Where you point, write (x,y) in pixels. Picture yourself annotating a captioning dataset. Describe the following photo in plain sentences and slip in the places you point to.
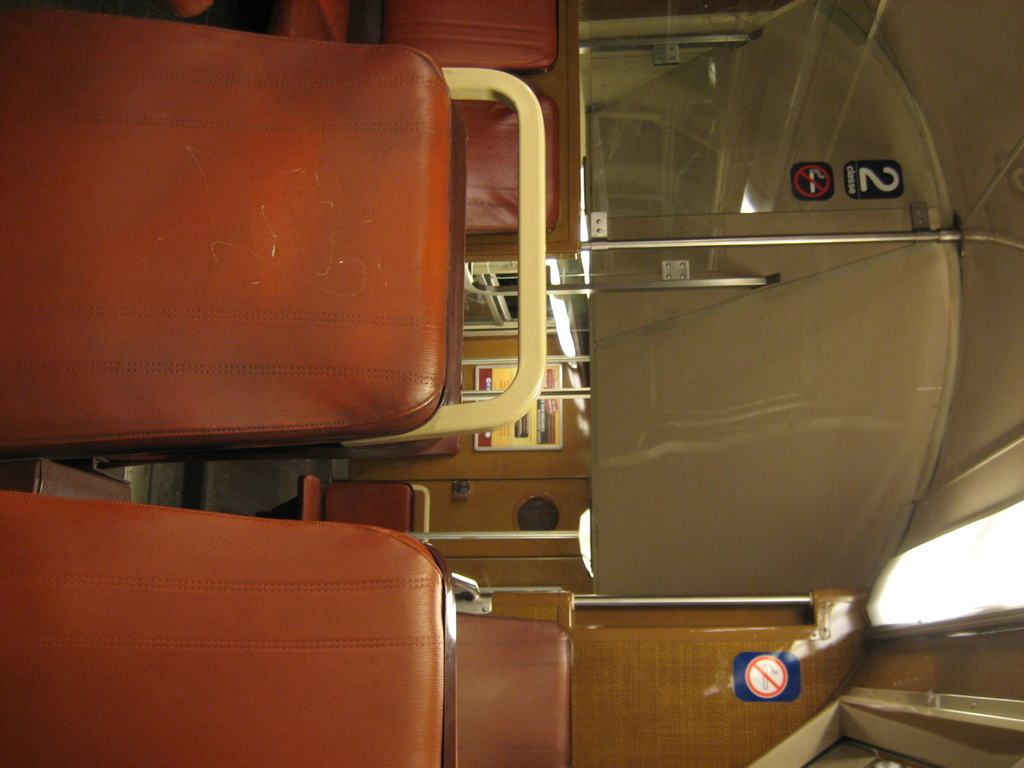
In this image I can see the seats (355,434) which are in brown color. In the background (490,383) I can see the boards (492,434) to the wooden wall (607,608). I can also see few more stickers (828,185) to the glass (782,200).
